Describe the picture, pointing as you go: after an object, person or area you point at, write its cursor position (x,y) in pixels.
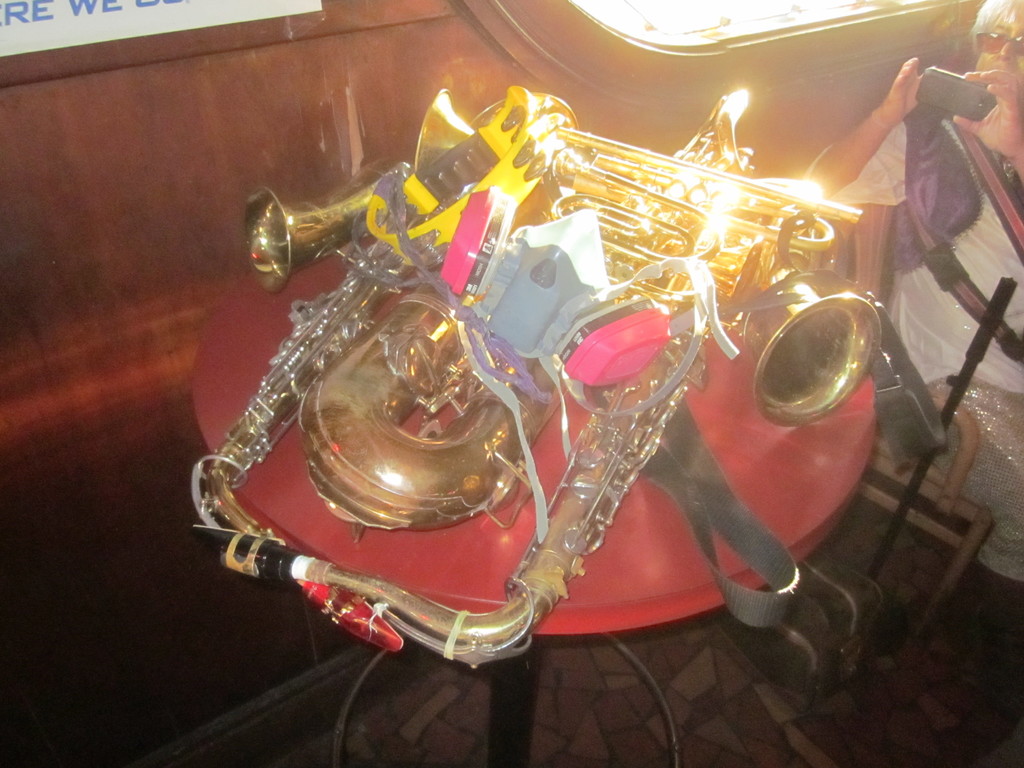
In the center of the image (345,482), we can see some musical instruments (296,416) placed on the table (628,537) and in the background (933,122), we can see a lady (948,305) sitting and holding mobile (953,104) in her hands (909,90) and wearing glasses (1000,36).
